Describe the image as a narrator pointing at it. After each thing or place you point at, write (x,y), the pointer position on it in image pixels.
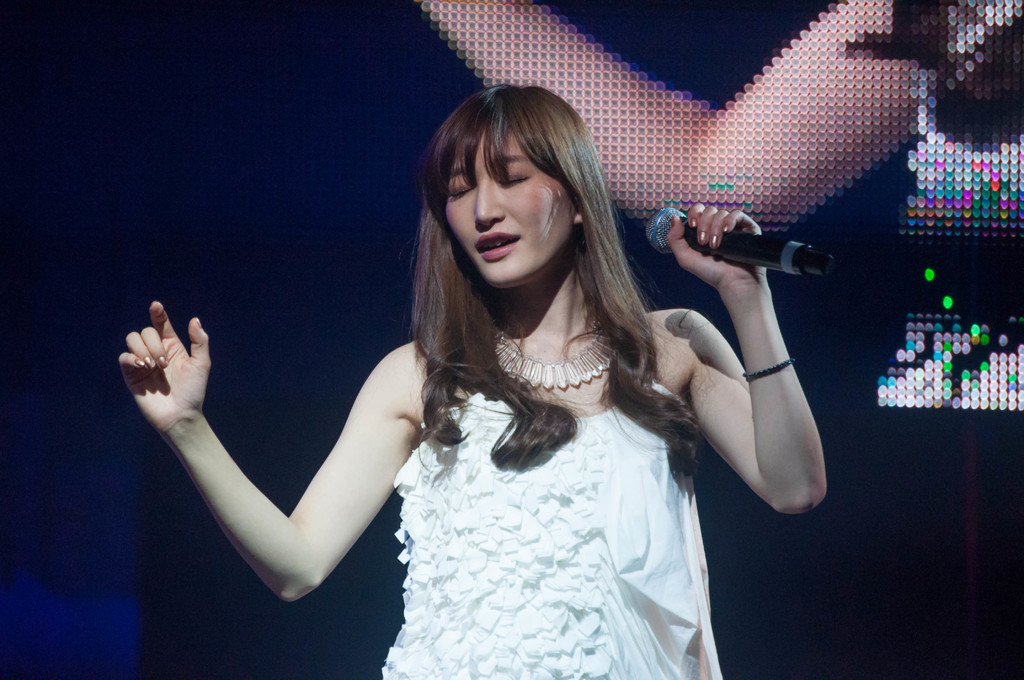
In this picture there is a girl (416,421) at the center of the image (420,438) by holding a mic (667,213) in her left hand (677,244).
